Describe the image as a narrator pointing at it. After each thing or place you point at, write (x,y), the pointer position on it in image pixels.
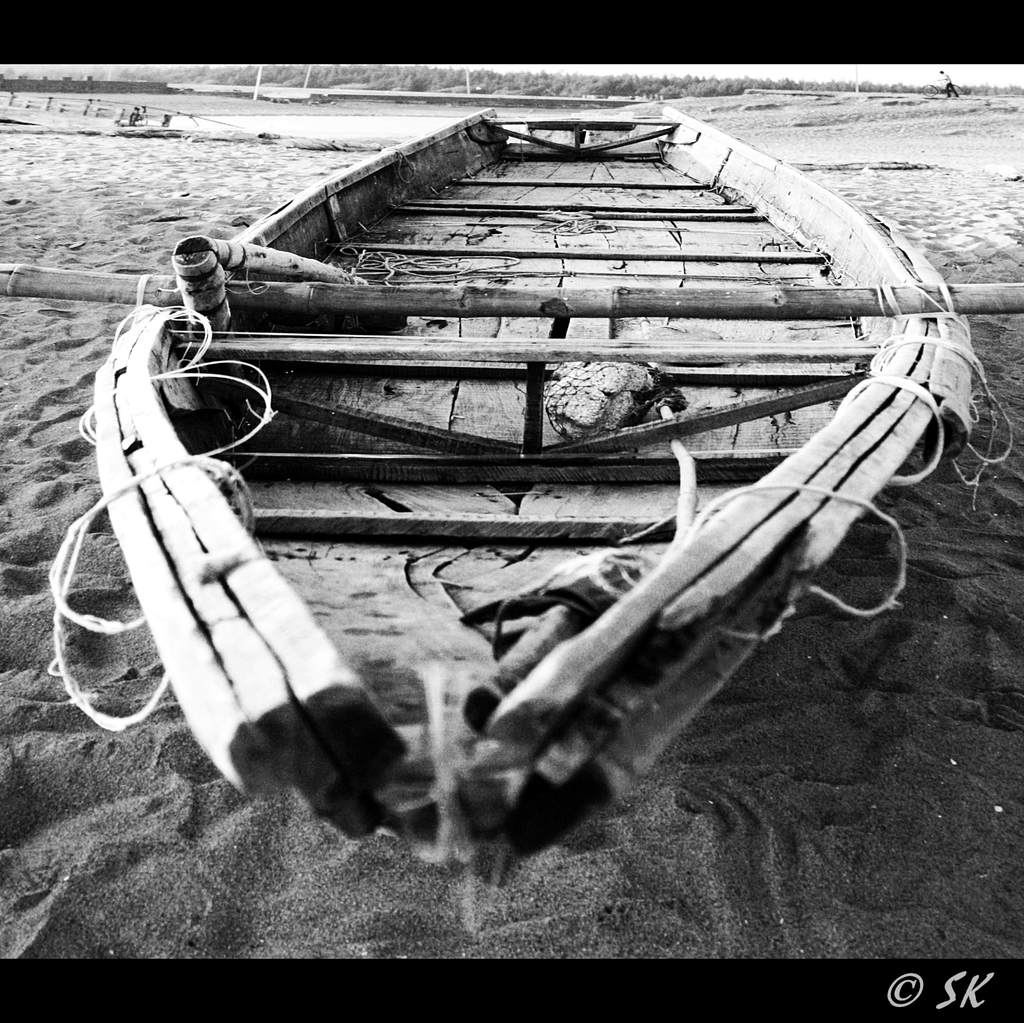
In this image we can see a boat (550,740) placed on the sand (675,843), sea shore (338,159), trees (621,90) and a person (948,90).
